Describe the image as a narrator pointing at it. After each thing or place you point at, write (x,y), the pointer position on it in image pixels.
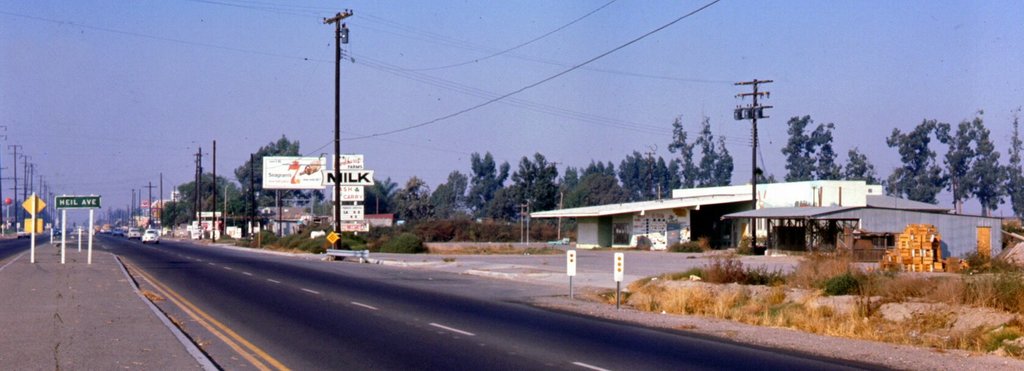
In this image we can see the sky (468,137). There are many electrical poles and cables (571,118) in the image. There are few vehicles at the left side of the image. There are few buildings (301,216) in the image. There are many trees (530,172) and plants (491,223) in the image. There are many boards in the image. We can see the road (141,237) in the image.
